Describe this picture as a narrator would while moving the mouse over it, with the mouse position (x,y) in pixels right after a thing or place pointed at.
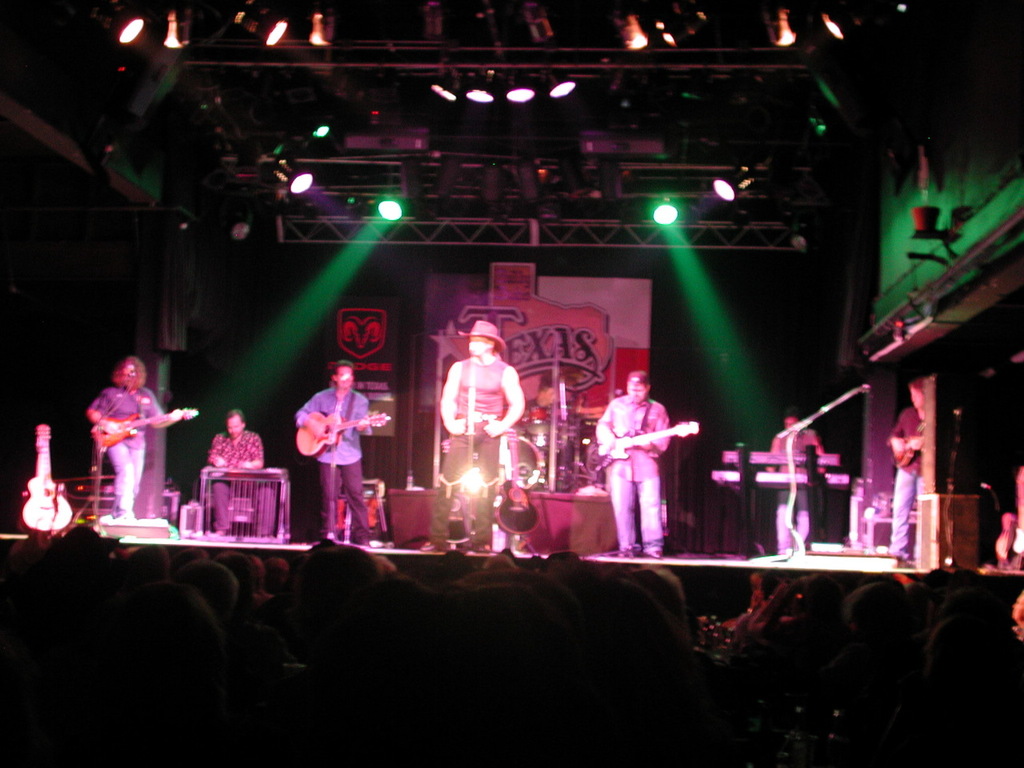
In this image, we can see people (347,417) holding guitars (380,425) and there are some other people (483,343), one of them is wearing a hat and there are some musical instruments (571,478). At the bottom (499,672), there is a crowd (563,590) and in the background (564,304), there are boards (569,300) and we can see lights (710,325) and rods (294,61) and some mic stands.
